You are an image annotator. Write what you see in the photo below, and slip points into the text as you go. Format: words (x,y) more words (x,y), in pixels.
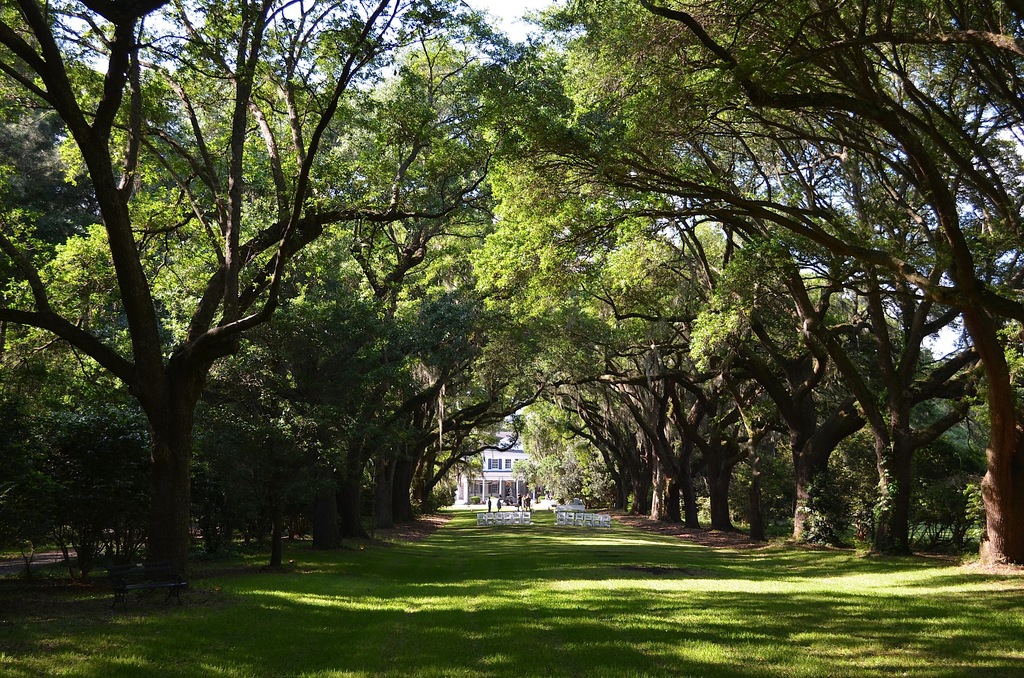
In this image there is a way (553,573) in the middle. There are trees (546,451) on either side of it. In the background (492,475) we can see that there is a building (487,476). At the bottom (570,601) there is grass (560,583) on the way (536,569). There are two groups (525,520) of white color chairs (491,520) in the middle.
